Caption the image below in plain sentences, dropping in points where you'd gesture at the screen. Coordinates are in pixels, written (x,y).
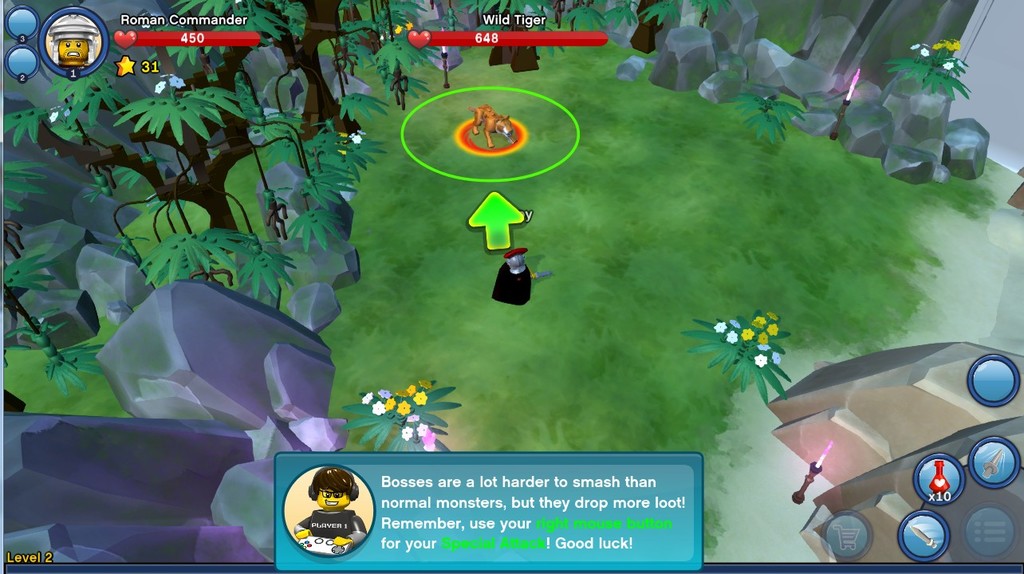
In this image I can see the digital art in which I can see some grass (610,227) on the ground (582,181), few plants (761,341) with yellow and white colored flowers (749,338), a person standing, an animal (489,117), few trees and few rocks (287,339) on the ground (601,189). I can see the white colored background (1000,37) to the top right of the image (997,80).
